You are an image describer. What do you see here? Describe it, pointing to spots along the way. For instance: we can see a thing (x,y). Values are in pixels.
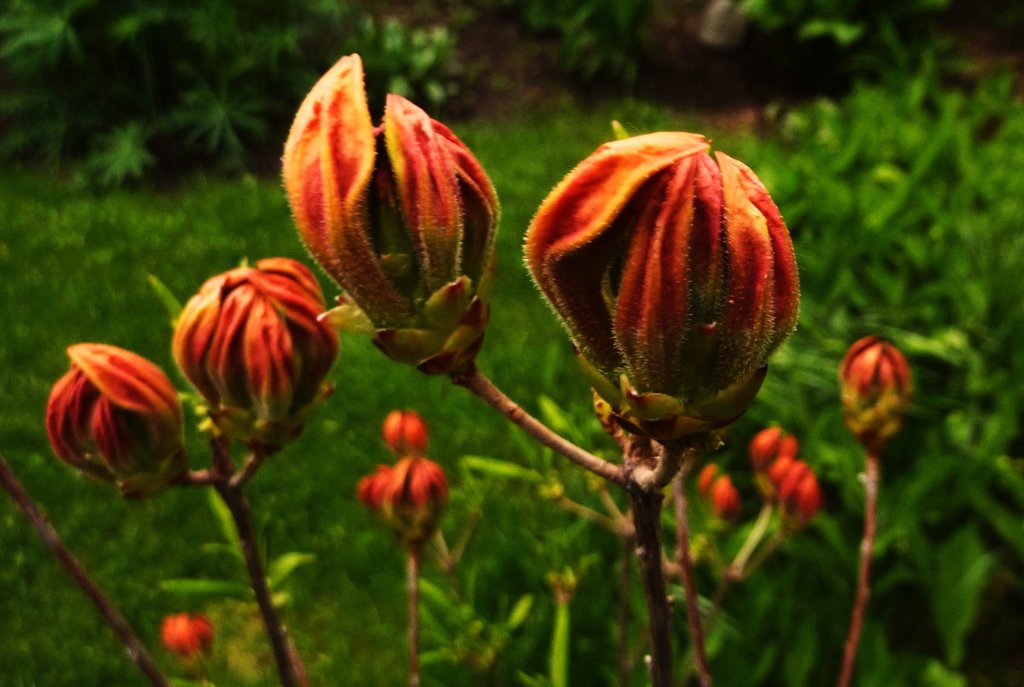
In this image there are plants (671,599) having flowers (596,350). Right side (919,536) there are plants (874,181) on the grassland (289,460). Top of the image (236,43) there are plants (236,43).
